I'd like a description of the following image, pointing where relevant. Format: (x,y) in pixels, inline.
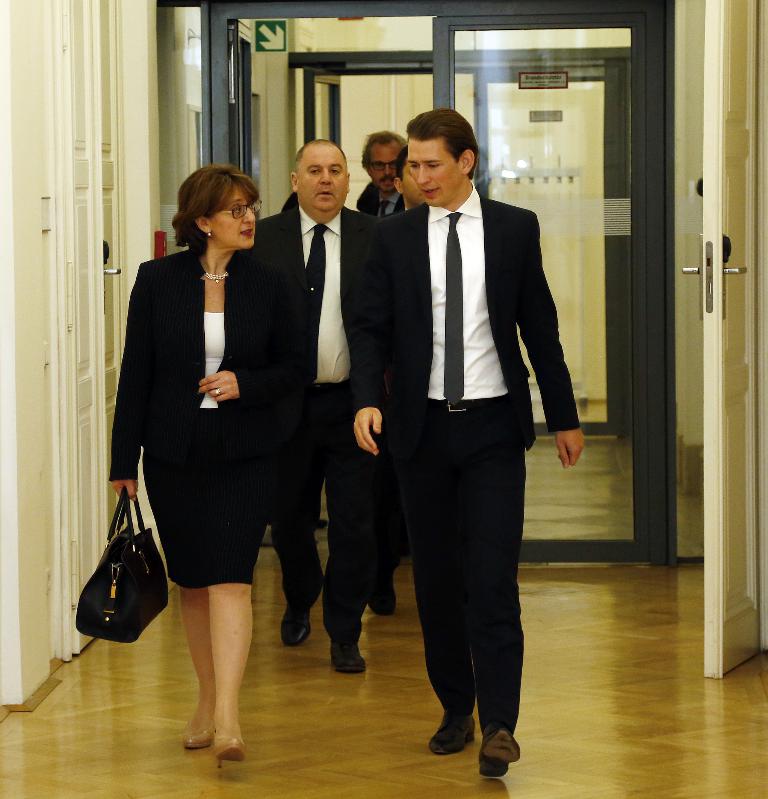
In this image, There is a floor (597,782) which is yellow color, there are some people (478,484) walking, In the right side (731,455) there is a door (754,403) which is in white color, In the background (604,156) there is a glass (483,53) which is black color and in the left side (72,250) there are some doors (70,234) of white color.
